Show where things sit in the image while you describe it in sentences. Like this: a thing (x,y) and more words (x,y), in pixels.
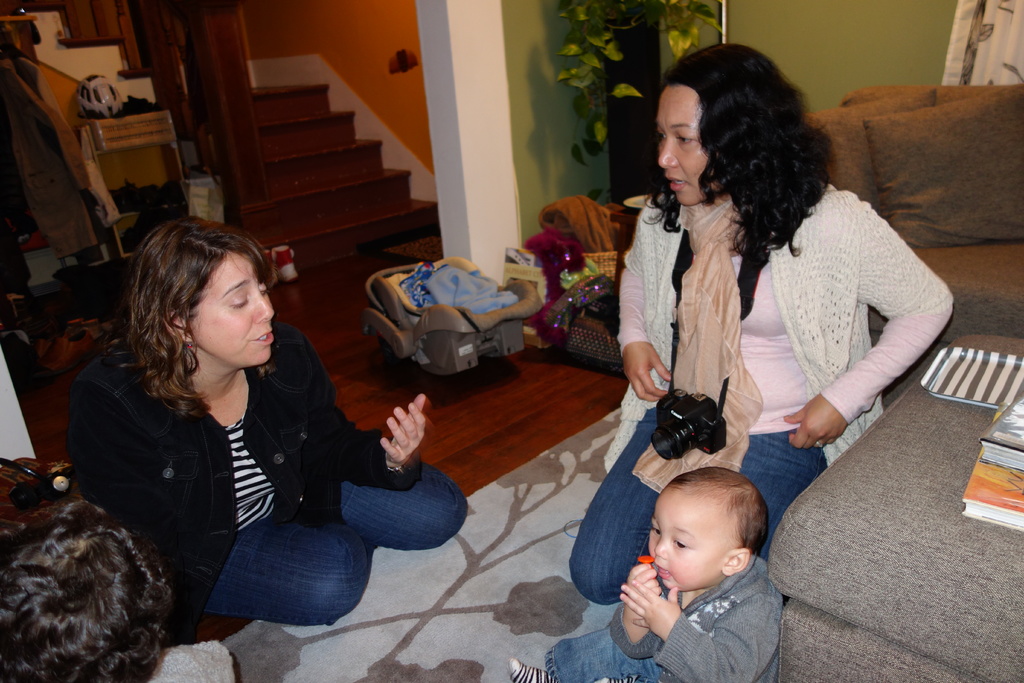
This picture is taken inside the room (724,515). In this image, we can see three people (924,297) are sitting on the floor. On the right side (951,579), we can see an ottoman (951,579), on that ottoman (999,534), we can see some books (1022,432) and a plate (975,380). On the right side (1001,176), we can see a couch (1007,280), on the couch (1016,297), we can see a pillow (1021,122) and a curtain (1000,34). In the left corner (15,588), we can also see the head (95,628) of a person (176,659). In the background (279,184), we can see staircase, toys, car seat (390,346), pillar (504,188), plants (673,26). At the bottom (542,520), we can see a mat (542,564).
